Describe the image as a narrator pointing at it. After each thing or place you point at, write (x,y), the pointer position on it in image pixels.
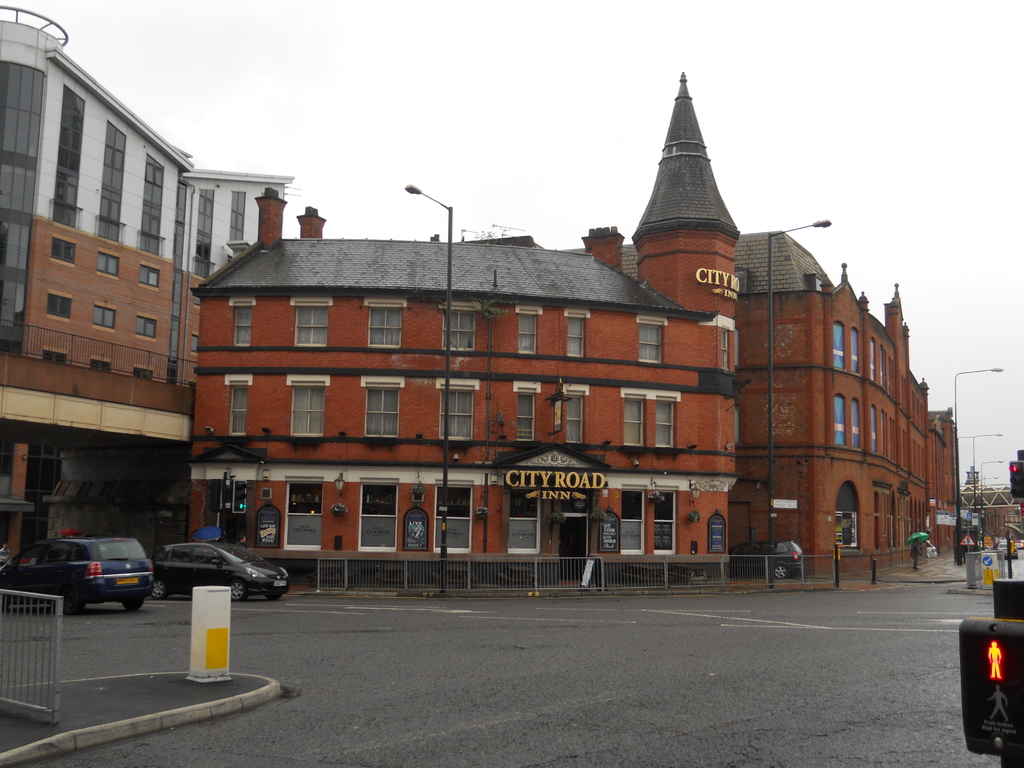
In this image in the center (541,375) there are some buildings (635,379), poles (958,419), lights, railing (600,569) and also there are some persons (915,560) who are walking. On the left side (153,558) there are some vehicles (113,562) and on the right side (985,654) there are some traffic signals (992,677), at the bottom (489,638) there is a road (305,664) and at the top of the image (456,104) there is sky (376,132).
